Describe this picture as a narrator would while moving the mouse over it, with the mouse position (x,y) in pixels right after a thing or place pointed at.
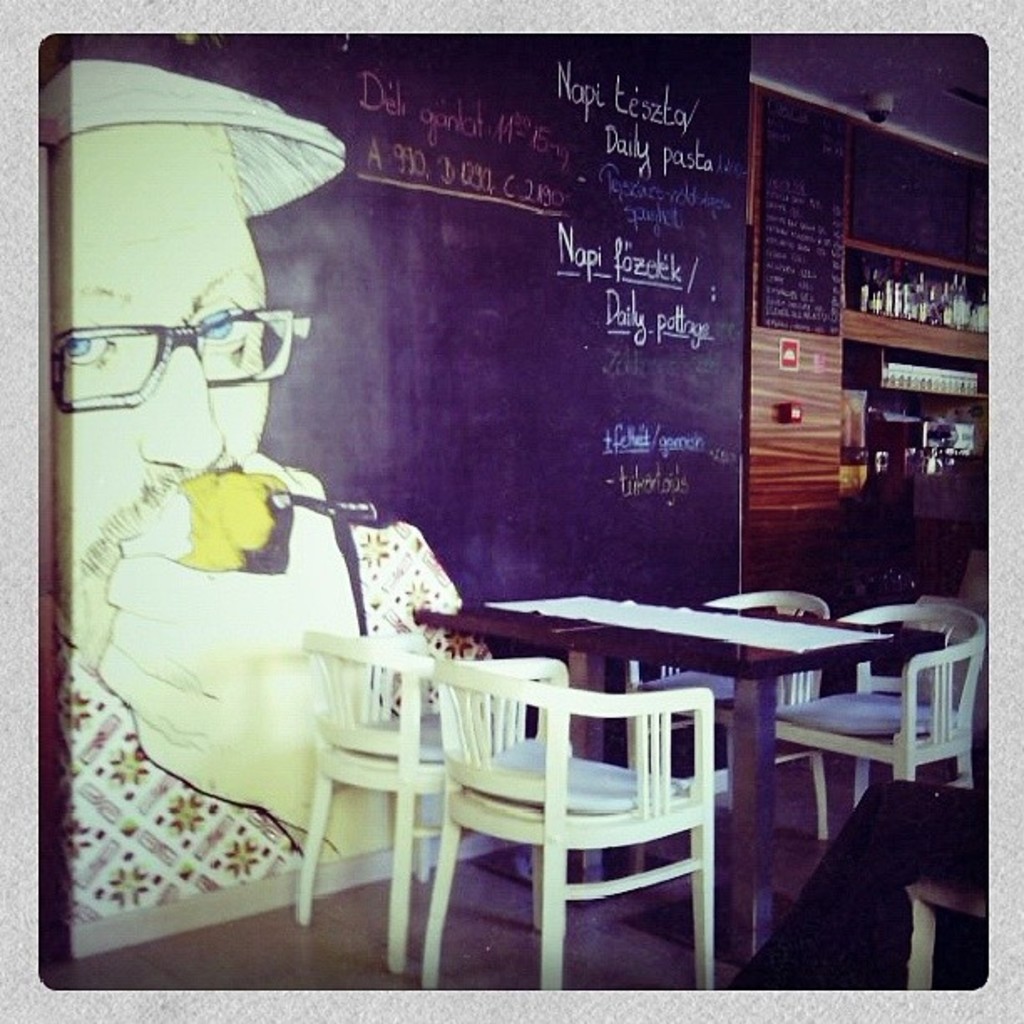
In this image, we can see some white color chairs (806,731), there is a table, we can see a black color board (577,278), on that board (390,305) there is a painting (385,583).
